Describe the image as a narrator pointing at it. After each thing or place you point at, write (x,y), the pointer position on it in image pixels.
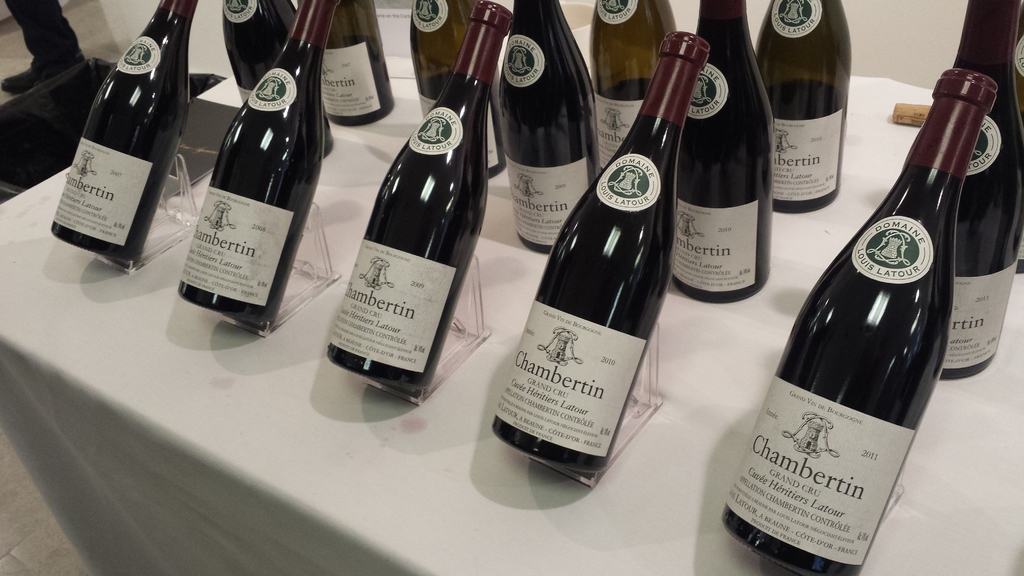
In this image there are many bottles (93,154) on a table (460,503). The bottles (582,464) are standing on a stand (639,410). On the bottle (533,425) it is written ¨Chambertin.¨
